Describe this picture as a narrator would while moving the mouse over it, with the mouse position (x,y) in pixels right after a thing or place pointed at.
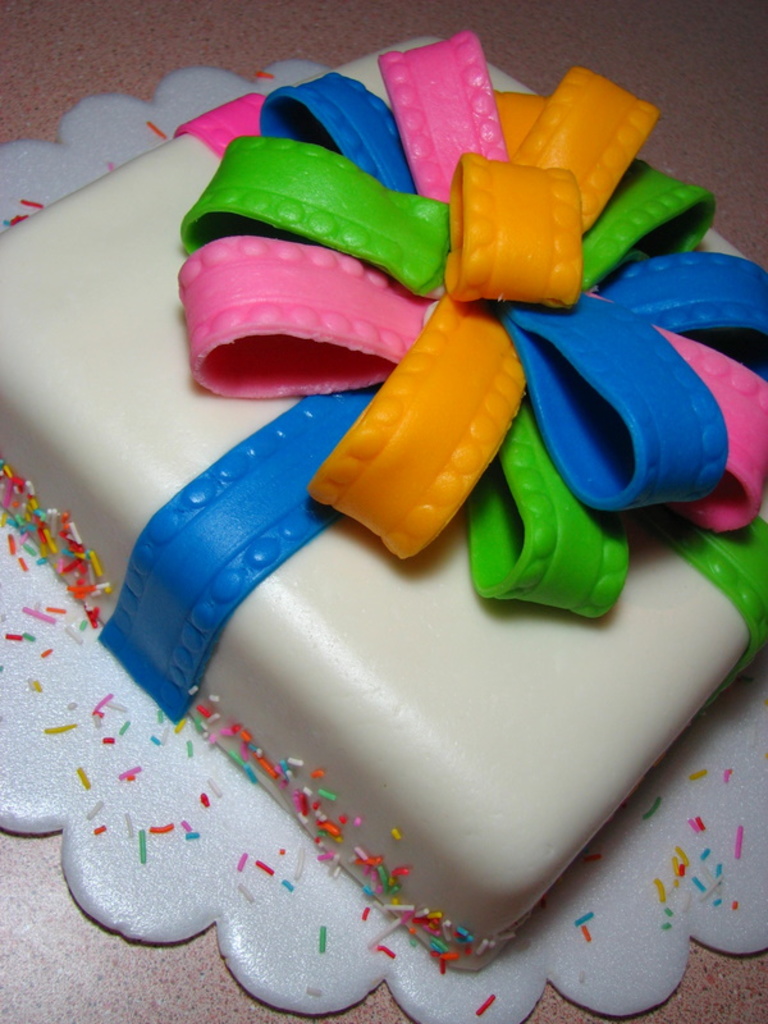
In this picture I can see a cake (24,449) in front (48,279), which is of white, blue, yellow, pink and green in color and it is on the brown color surface (62,990).
